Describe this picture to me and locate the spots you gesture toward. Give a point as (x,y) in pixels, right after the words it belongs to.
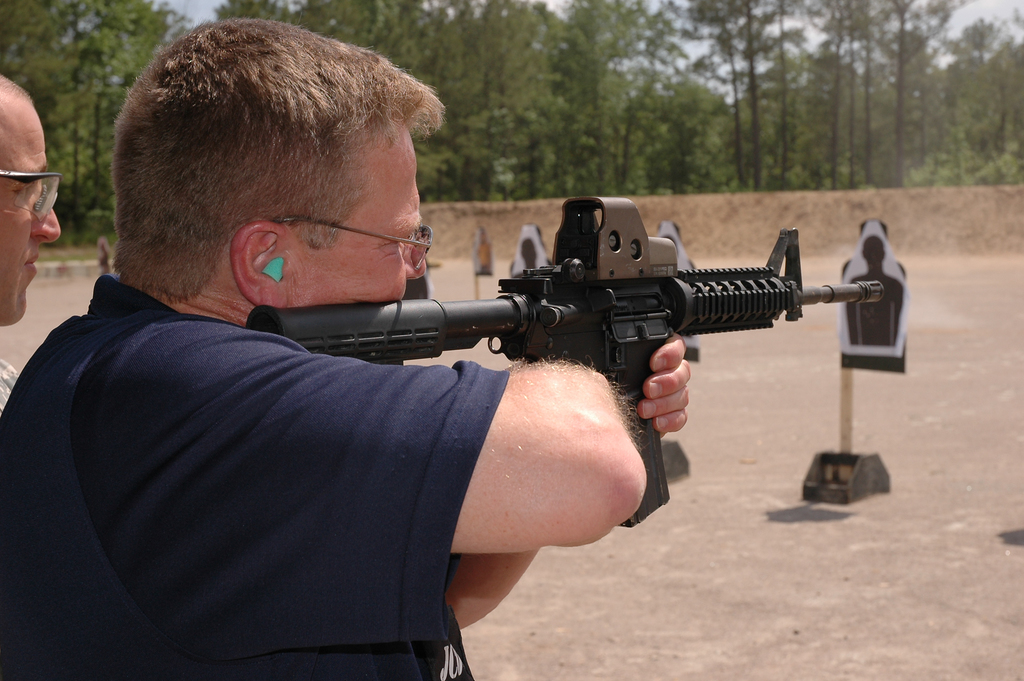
In this image we can see a person (396,434) standing and holding a gun (595,326), before him there are boards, next to him there is another man (29,116). In the background (100,85) there are trees (476,104) and sky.
